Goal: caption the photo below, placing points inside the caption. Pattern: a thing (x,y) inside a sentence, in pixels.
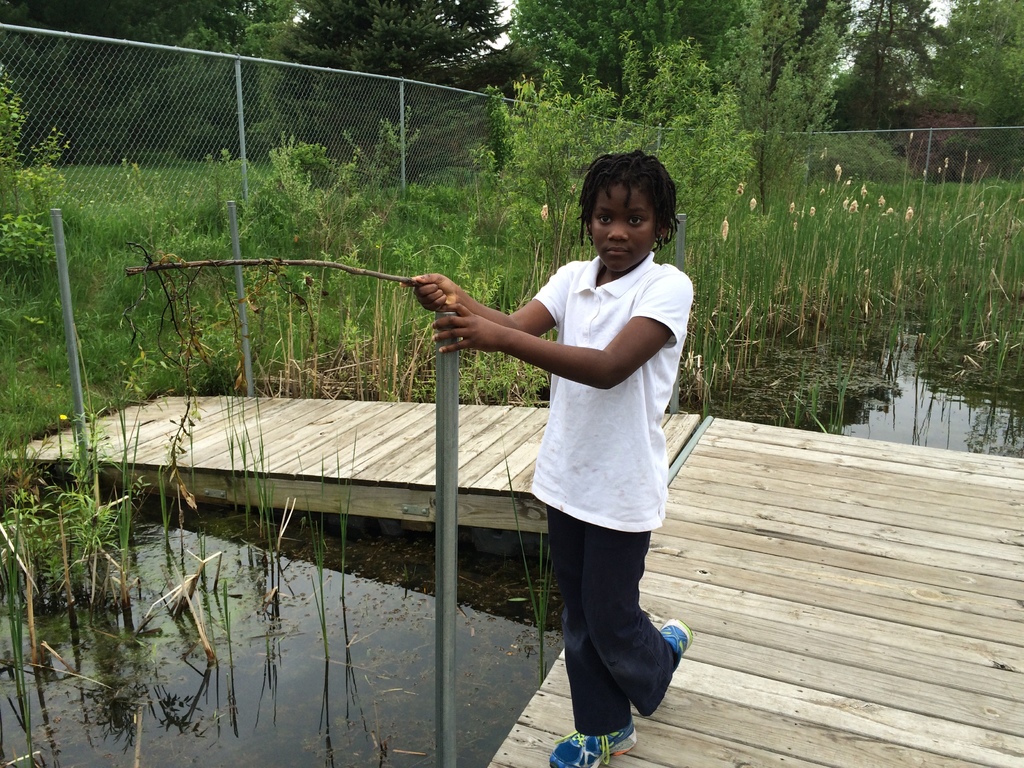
In this image I see a boy (600,358) who is wearing white t-shirt (593,391) and black pants (594,554) and I see that he is holding a rod (439,465) and a stick (243,259) and I see the wooden platform (479,495) and I see the water (932,370) and I see number of plants (388,301). In the background (1010,122) I see the fencing (992,130) and number of trees (297,61) and I see few more rods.
